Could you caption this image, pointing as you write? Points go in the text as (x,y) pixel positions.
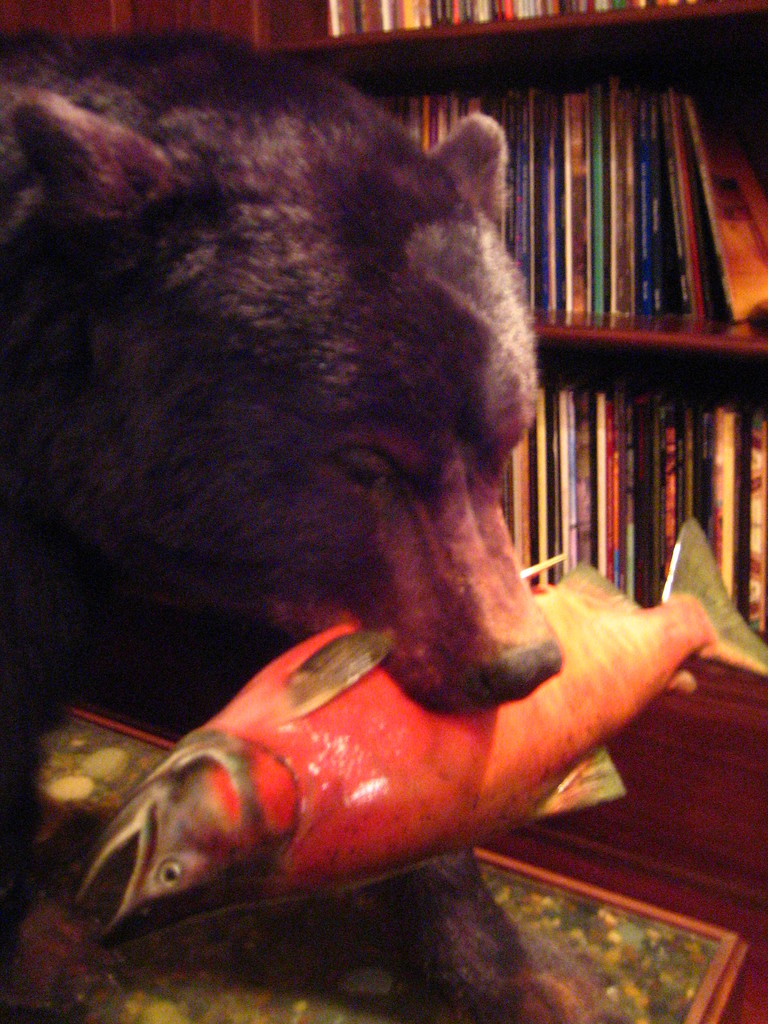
In this image there is an animal (161,371) holding a fish (364,742) with its mouth (421,645). Background (385,6) there are few shelves (763,343) having few books (694,513) in it. The animal (65,274) is standing on a display base (637,913).
